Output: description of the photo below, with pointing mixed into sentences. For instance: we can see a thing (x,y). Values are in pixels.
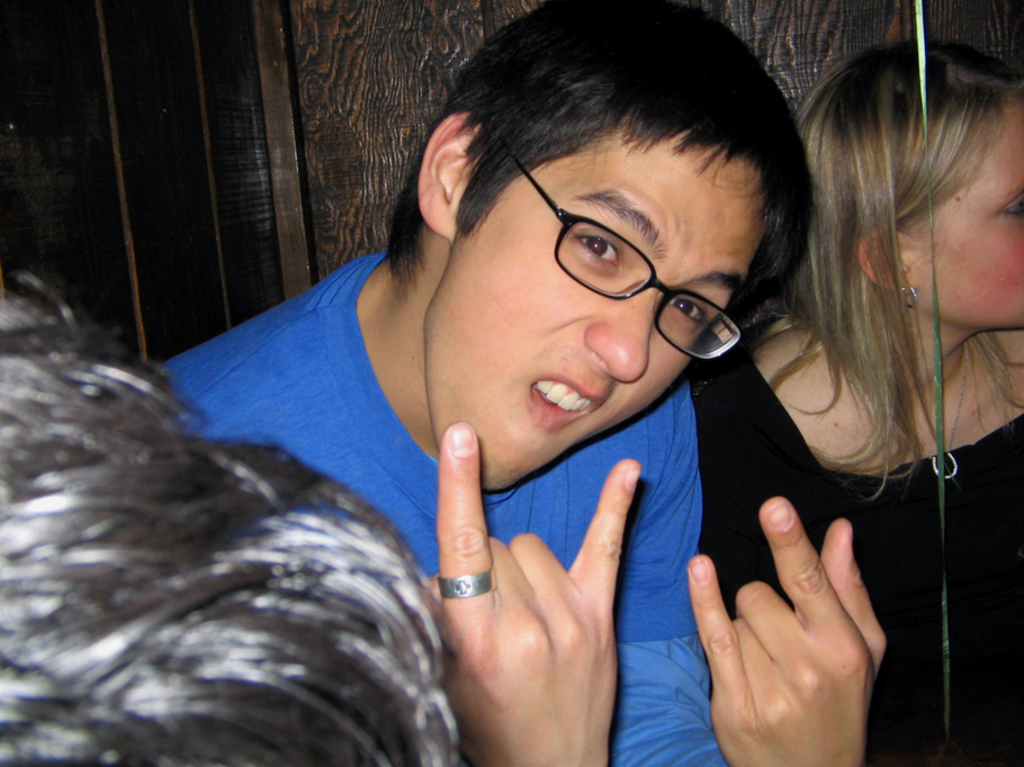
In this image we can see a man (615,490) and a woman (933,591). The man (695,539) is wearing a blue color T-shirt (377,436) and the woman (897,554) is wearing black color dress (968,559). In the background (181,136), we can see a wooden wall (226,115). There is a person (151,595) in the left bottom of the image (102,668).
